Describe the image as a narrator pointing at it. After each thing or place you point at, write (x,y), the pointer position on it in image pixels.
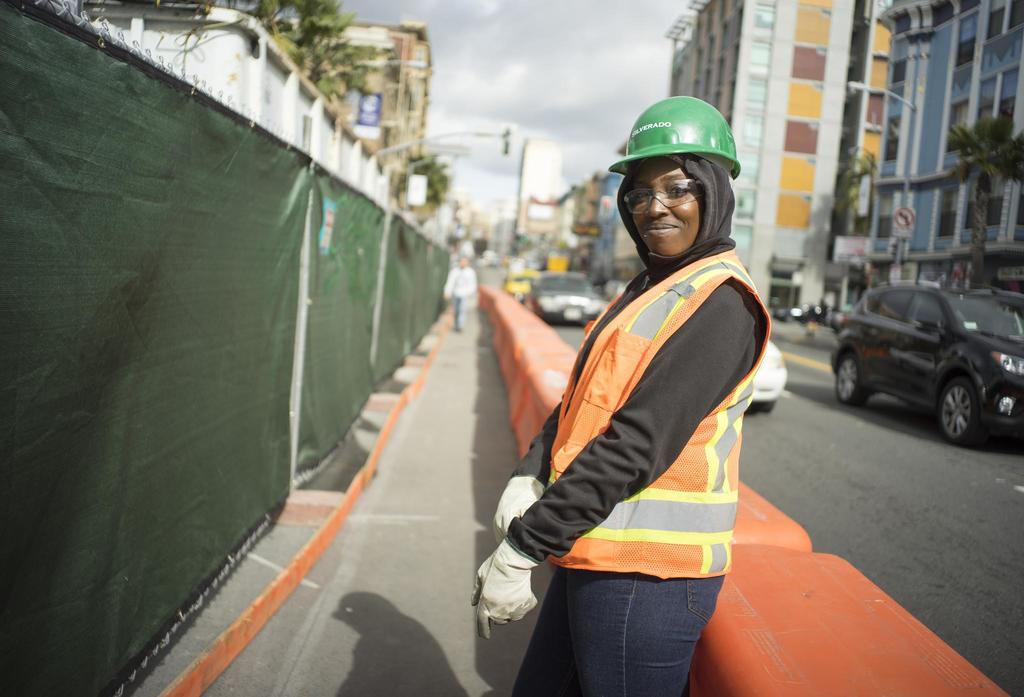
In this image, I can see two persons (594,484) standing. There are jersey barricades (766,609), buildings (418,88), trees (334,44) and vehicles (924,319) on the road (932,532). In the background (536,131), there is the sky (514,89).
